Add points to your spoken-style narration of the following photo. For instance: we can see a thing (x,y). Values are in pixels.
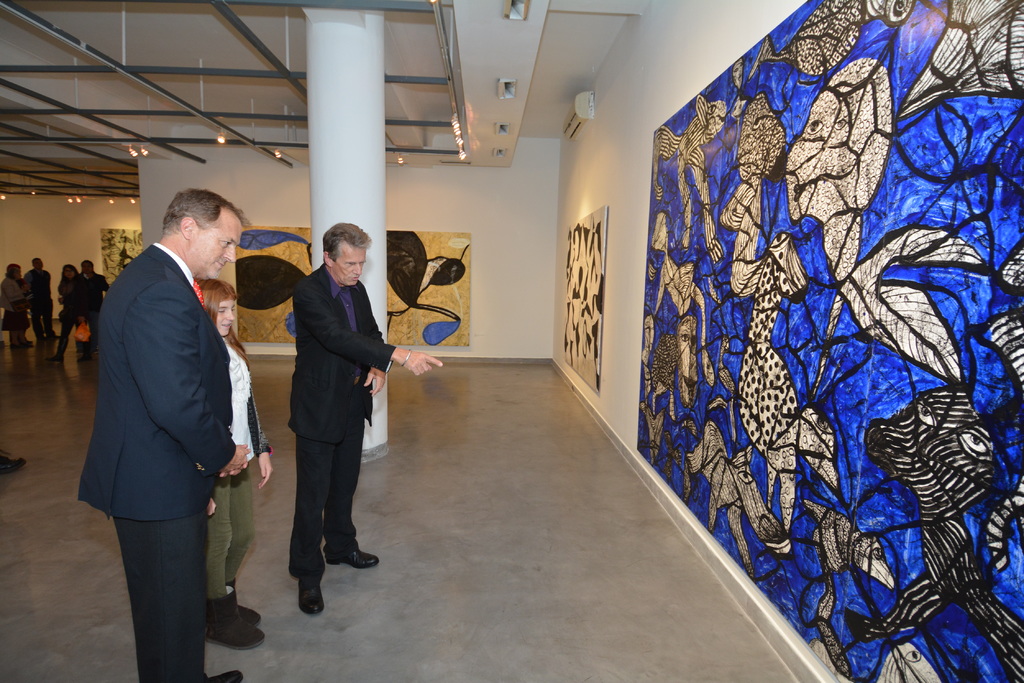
In this image I can see a group of people (338,283) are standing on the floor (412,556). In the background (240,192) I can see a wall (572,184), wall paintings (675,219), metal rods (165,141) and lights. This image is taken may be in a hall (317,195).
